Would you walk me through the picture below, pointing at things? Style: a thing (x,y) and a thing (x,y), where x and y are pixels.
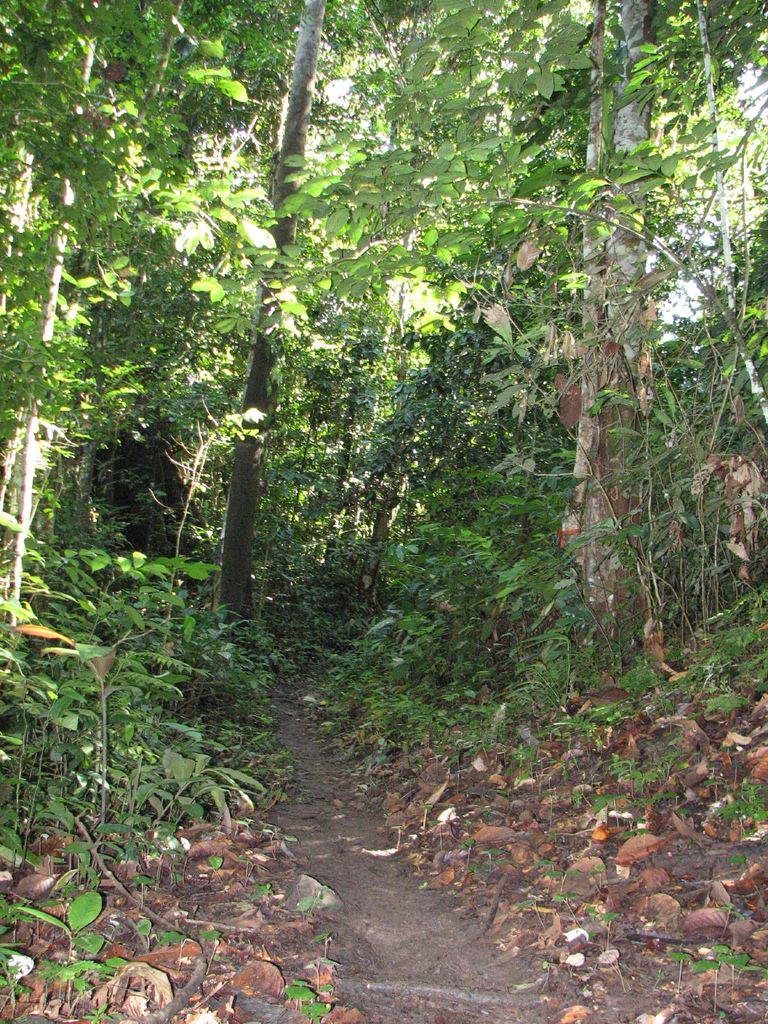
In this image, I can see the trees (109,219) with branches (631,320) and leaves (616,721). These are the rocks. This looks like a pathway (331,834).
